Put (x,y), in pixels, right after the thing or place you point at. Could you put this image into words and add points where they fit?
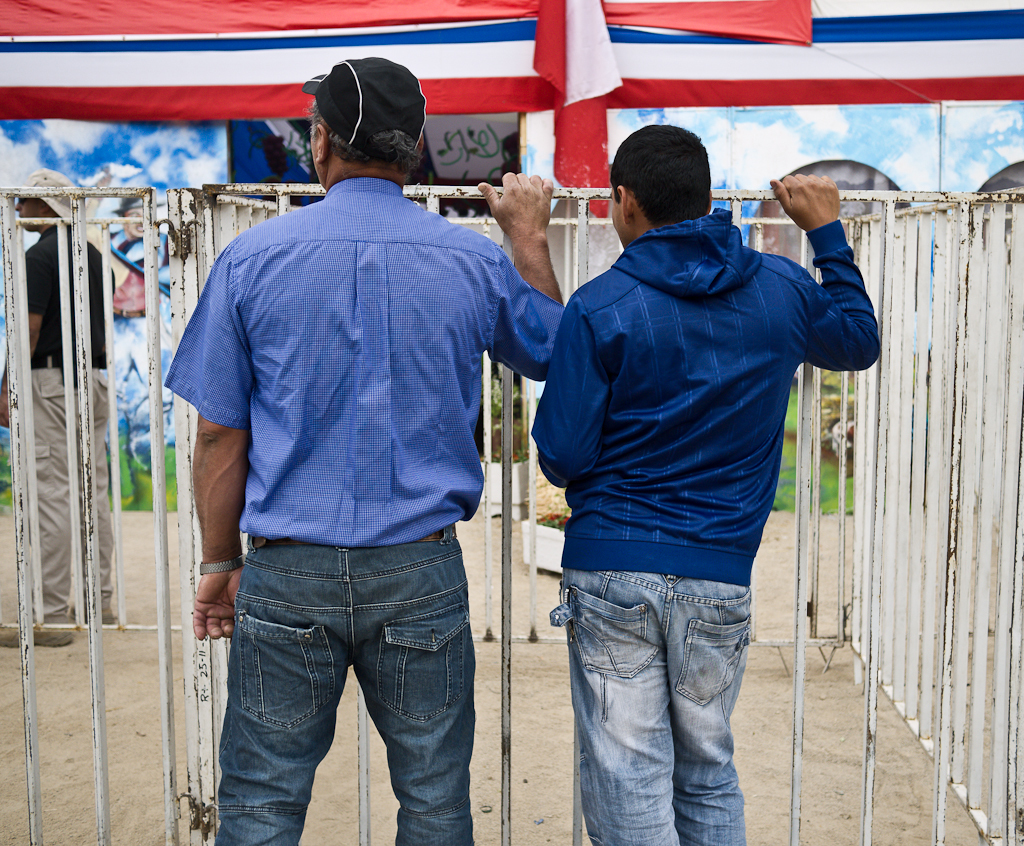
In this image we can see people (631,732) standing and there is a grille (950,236). In the background (166,367) there are clouds (805,115) and sky (795,129).
